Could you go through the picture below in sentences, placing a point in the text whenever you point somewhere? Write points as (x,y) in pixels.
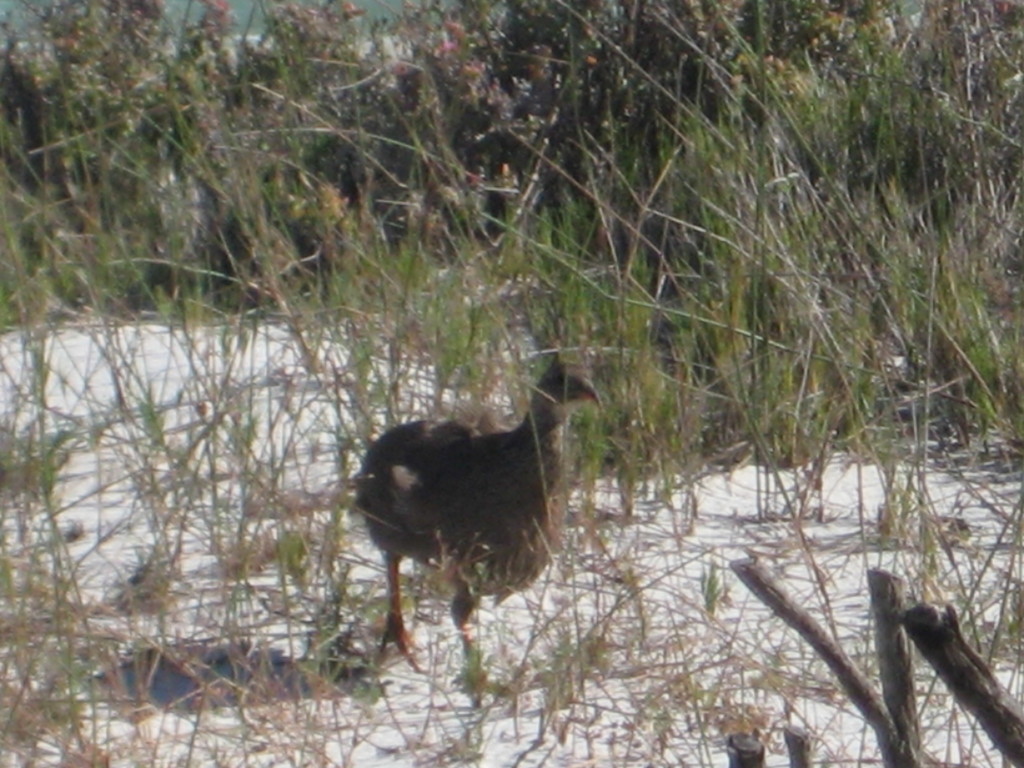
In this picture we can see a bird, grass (249,410), wooden objects (864,680), plants (160,205) and sand (868,756).
